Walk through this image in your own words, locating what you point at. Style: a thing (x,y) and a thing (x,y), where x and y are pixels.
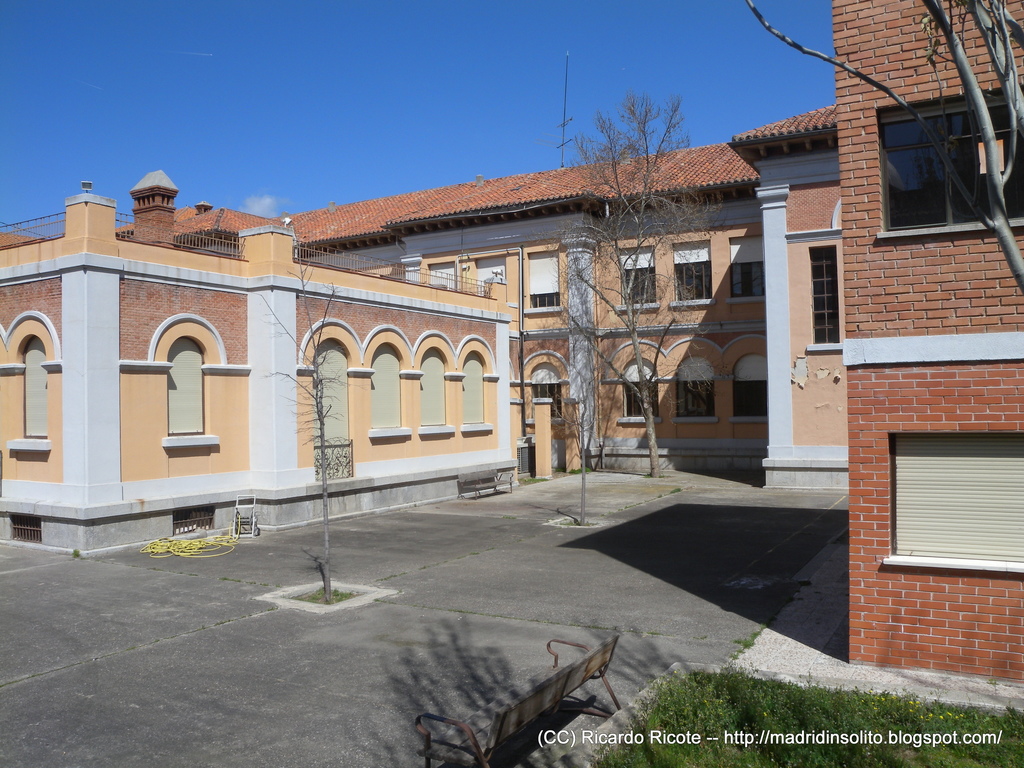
In this picture I can see the path (300,583) on which there are few tree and I see 2 benches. On the right side of this image (800,717) I see the grass (944,732), a tree (998,93) and the watermark (663,734). In the background (460,333) I see the buildings (131,252) and the sky (461,73).
